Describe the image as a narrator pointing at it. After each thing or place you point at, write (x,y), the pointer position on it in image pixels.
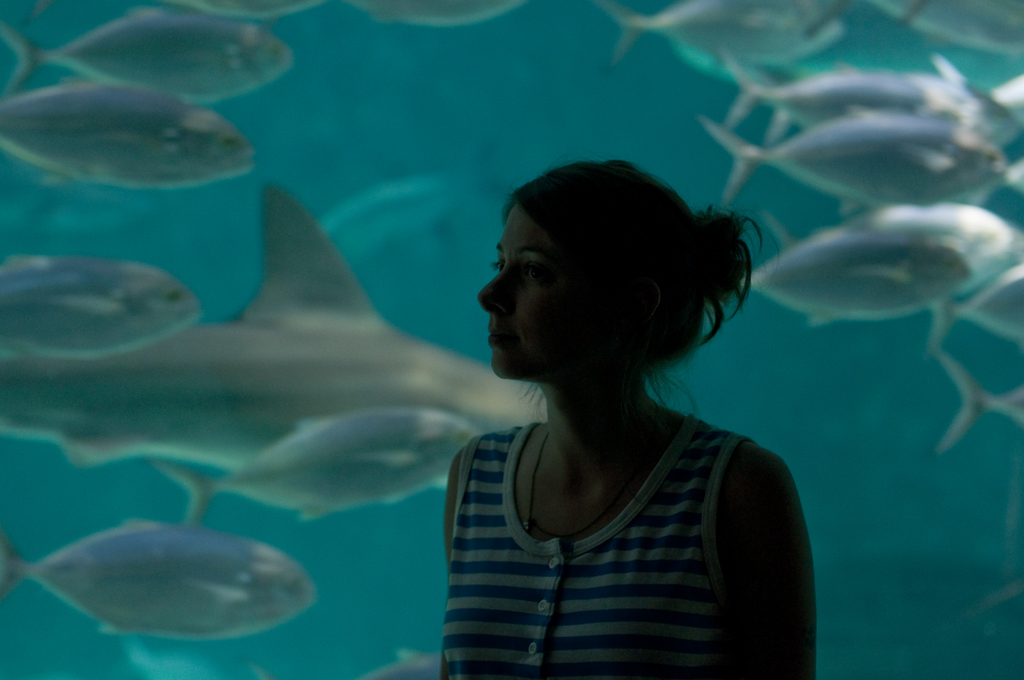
In this image I can see a woman (620,591) and behind her I can see a huge fish-tank (377,211) in which I can see few aquatic animals (352,311).
